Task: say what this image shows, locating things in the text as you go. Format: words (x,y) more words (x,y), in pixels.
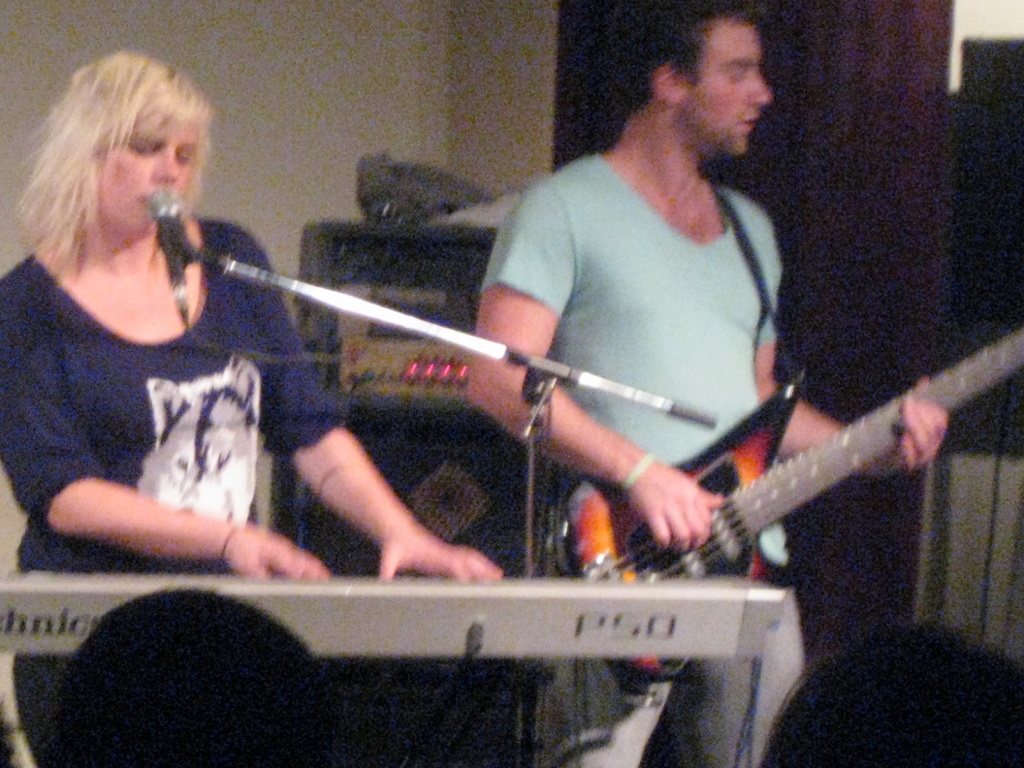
In this picture there are two people (236,243) in the image, those who are playing the songs, there is a piano (72,627) in front of the lady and a mic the boy (650,455) who is standing at the right side of the image (763,359) is holding a guitar (627,579) in his hand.
